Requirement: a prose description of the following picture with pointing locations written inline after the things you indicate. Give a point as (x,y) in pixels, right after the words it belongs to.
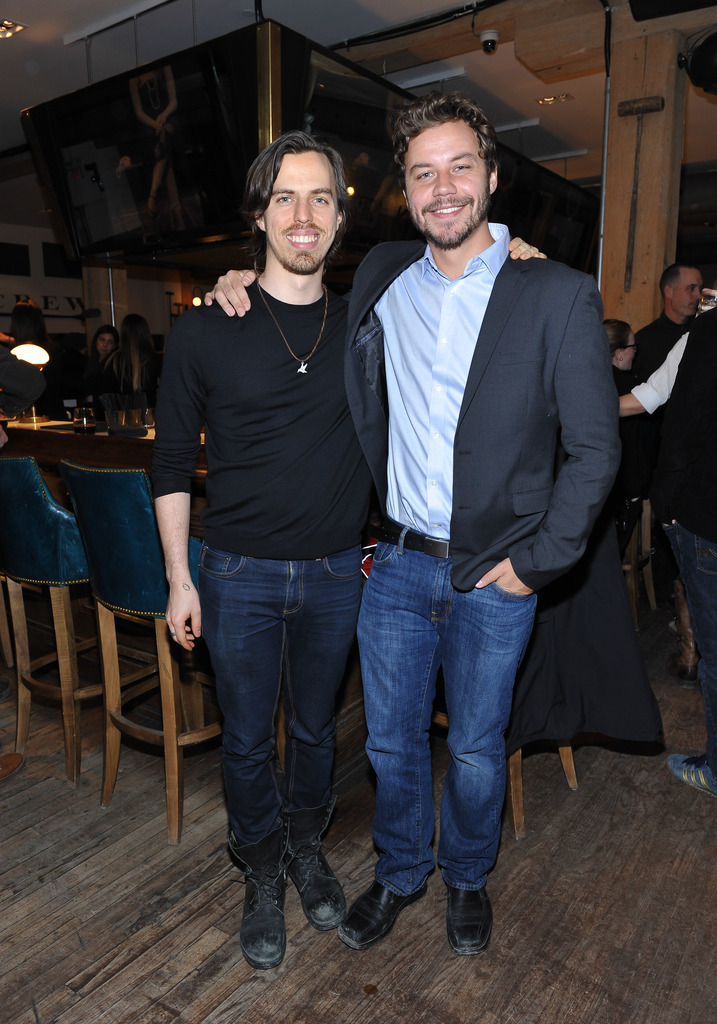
Here the two boys (430,630) are standing together wearing a black color coat (484,510) T-shirt (361,490) behind them there is a dining table (72,438) and also woman (114,383).
